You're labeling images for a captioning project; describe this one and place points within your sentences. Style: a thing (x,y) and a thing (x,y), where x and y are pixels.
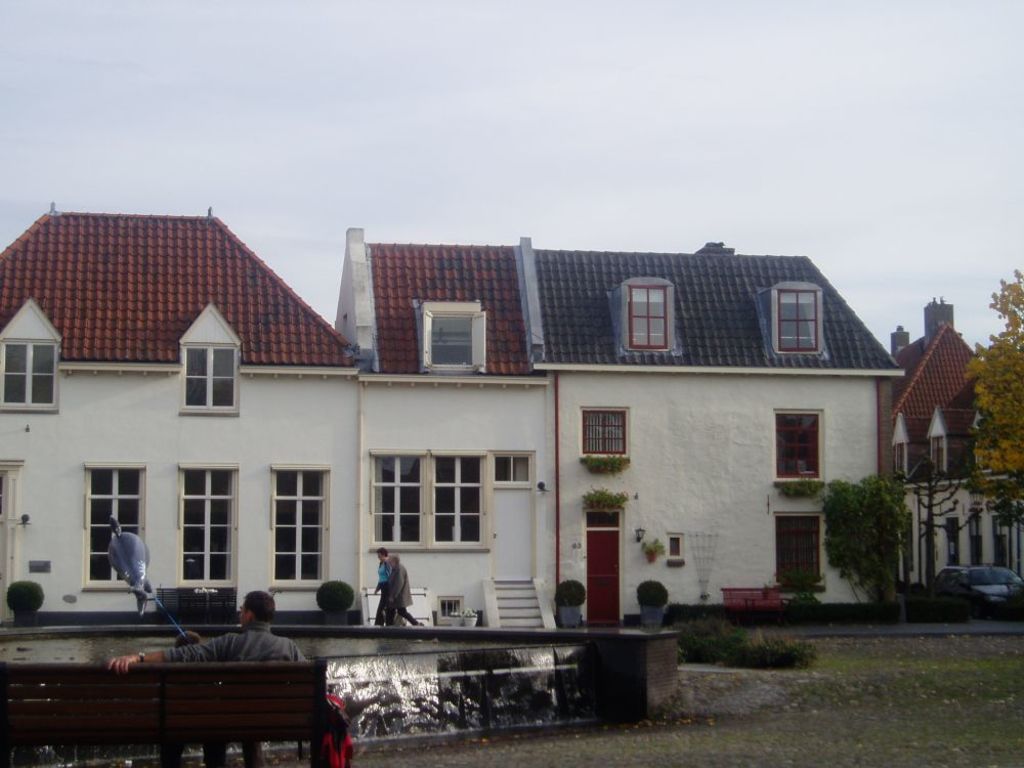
In the center of the image (455,265) there is a house (153,564). There are people (397,558) walking. There is a bench (260,740) on which there is a person (178,645) sitting. At the bottom of the image (751,748) there is grass (838,730). There are trees (1007,457). At the top of the image (616,118) there is sky (399,111).
